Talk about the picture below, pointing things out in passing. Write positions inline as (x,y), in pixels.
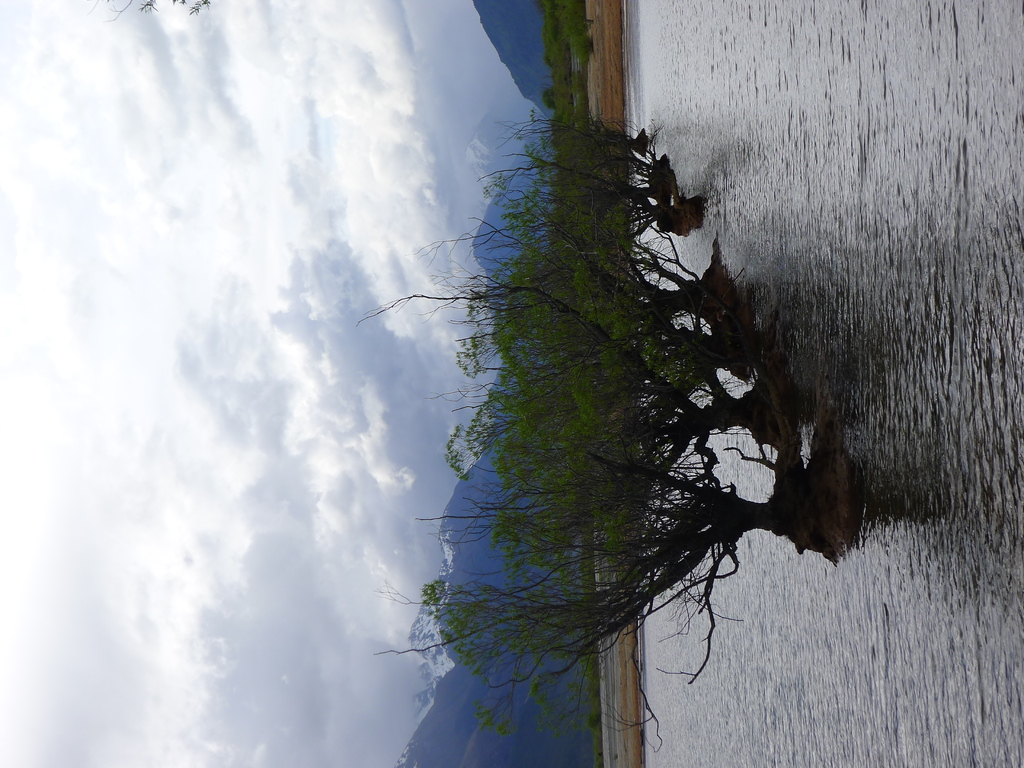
In this image I can see trees (628,161) on the water (925,378). There are mountains (463,722) at the back (463,705). There are clouds (282,404) in the sky (188,413).
